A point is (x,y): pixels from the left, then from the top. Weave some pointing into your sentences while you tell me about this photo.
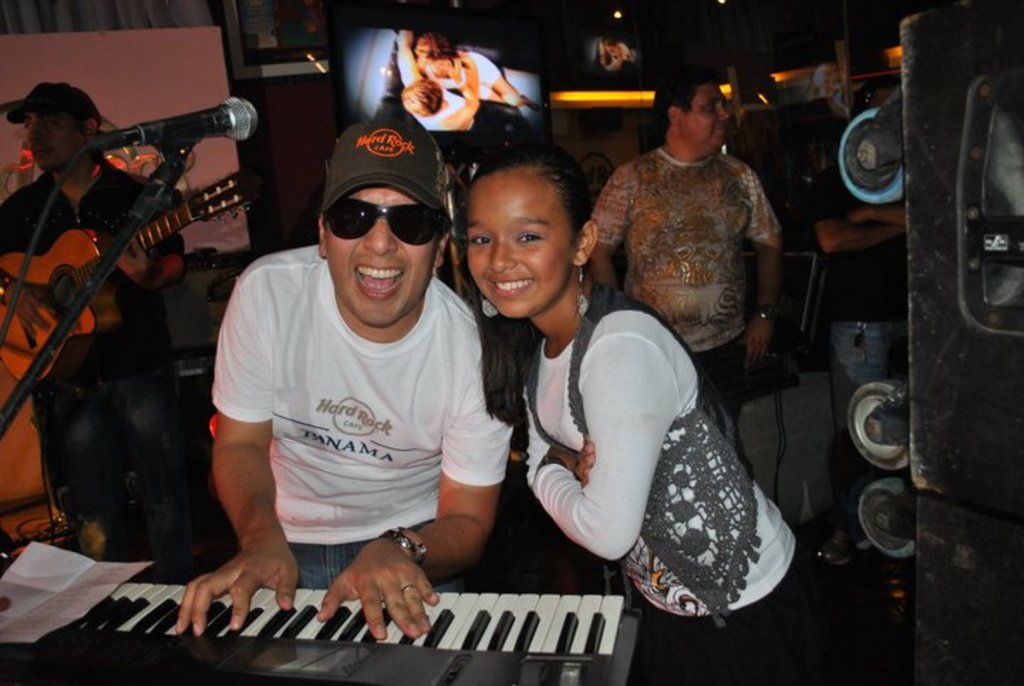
In this picture on the center of the image (344,245) there is a person (280,317) wearing a white shirt (272,323) and wearing a spectacles (362,213) and wearing a cap (370,180) and wearing a watch (407,546) on his hand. On the right side of him there is a girl (623,429) wearing white color shirt (613,344) and she is smiling and back side of her there is a man (666,251) stand with white and colorful shirt (692,225). on the right corner (939,221) there are the some items (970,325) kept on the floor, on the middle corner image there is a display (397,79), on the display (446,94) two people (462,54) lay together. On the left side (172,173) there is a mike (120,248) kept on a stand (110,258), on the center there is a piano (189,653) and man (200,606) put his hand (188,612) on piano (167,642). On the piano (141,652) there is a paper (69,585). on the left (3,243) a man (7,234) stand holding a guitar (43,282) and wearing a cap (31,107).
